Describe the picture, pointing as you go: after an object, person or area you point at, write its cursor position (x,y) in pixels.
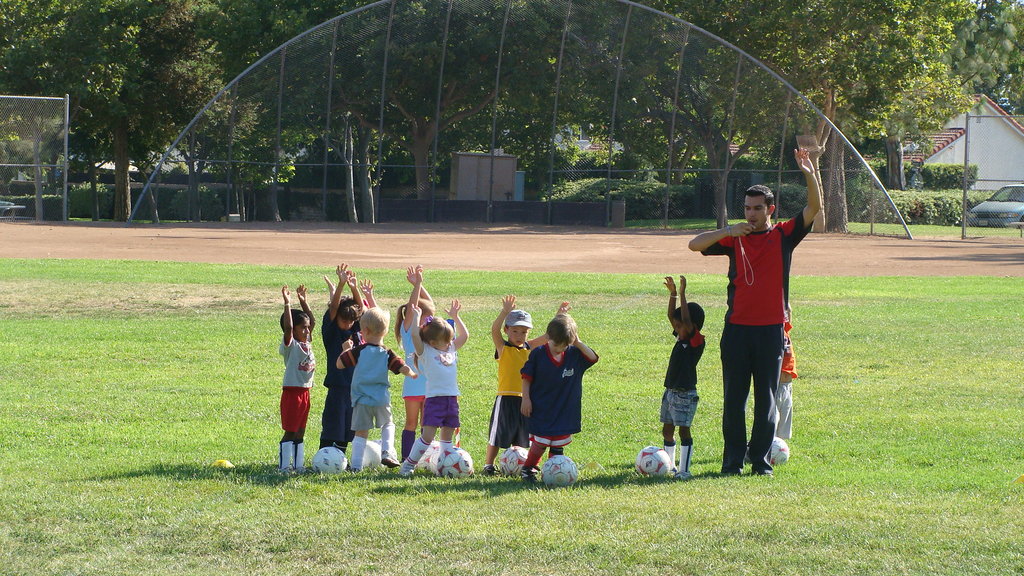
In this picture we can see there are groups of kids (552,376) and a man (741,373) is standing on the grass (387,486) and on the grass (572,514) there are balls (327,455). Behind the people (303,374) there are trees (92,160), plants (915,216), vehicle (1004,212), house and other things (61,152).
